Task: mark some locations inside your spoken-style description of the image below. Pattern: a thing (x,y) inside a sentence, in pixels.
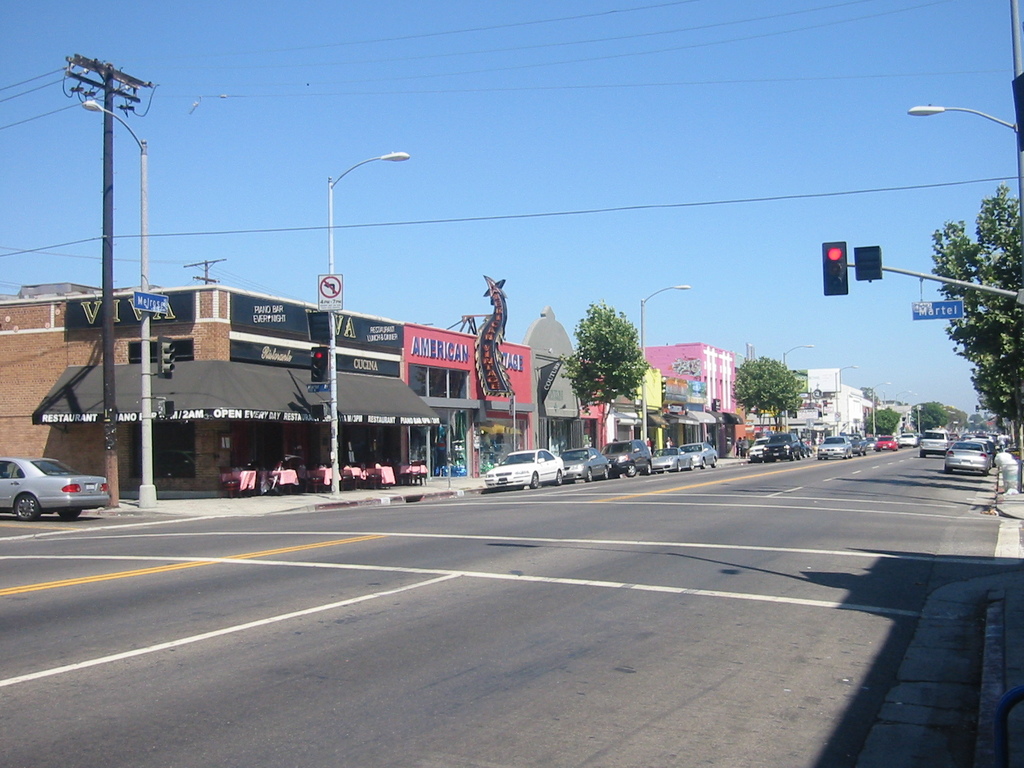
In the foreground (396,647) it is road (699,593). On the right (842,277) there are cars (952,457), trees (980,325), signal light (830,272) and street light (918,110). In the center of the picture (526,439) there are cars (834,451), trees (629,393), buildings (670,385), street lights (785,425) and buildings (698,399). On the left (166,437) there are street lights (119,112), current pole (104,154), cables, building (278,430), tables (378,469), chairs (227,486), car (92,485) and footpath (251,510). In the background (588,110) it is sky (682,171).
